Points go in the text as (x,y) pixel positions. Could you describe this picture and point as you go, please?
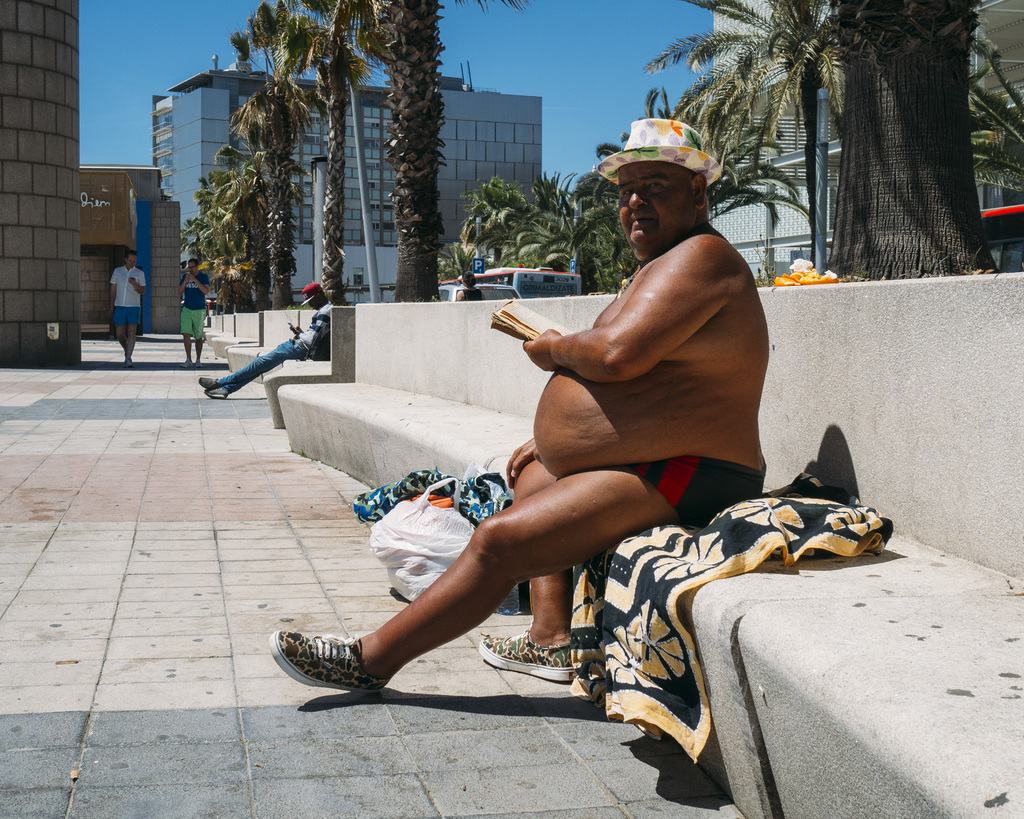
This picture consists of person (629,417) sitting on bench (907,579) and in the bench (950,587) I can see cloth (659,561) and person (616,523) holding a book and beside the person (499,524) I can see a carry bag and clothes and in the middle (352,297) there are trees (333,129), buildings (389,117), poles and the sky (604,40) visible, in front of tree (336,252) I can see a bench (241,318), on bench (259,312) I can see a person (313,332) and two persons (141,280) walking in front of the building (89,211), on the left side (124,198) I can see building (81,238).
